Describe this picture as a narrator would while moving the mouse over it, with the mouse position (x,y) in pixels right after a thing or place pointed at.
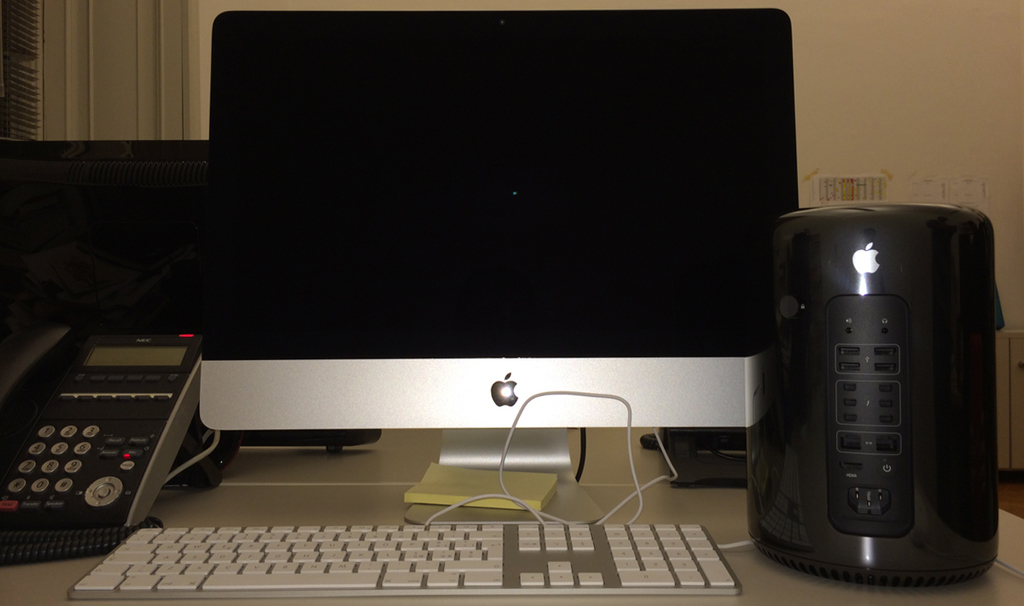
On this table (347,481) there is a telephone (143,475), notepad (450,498), monitor (494,516), keyboard (316,553) and electric machine (862,528).
